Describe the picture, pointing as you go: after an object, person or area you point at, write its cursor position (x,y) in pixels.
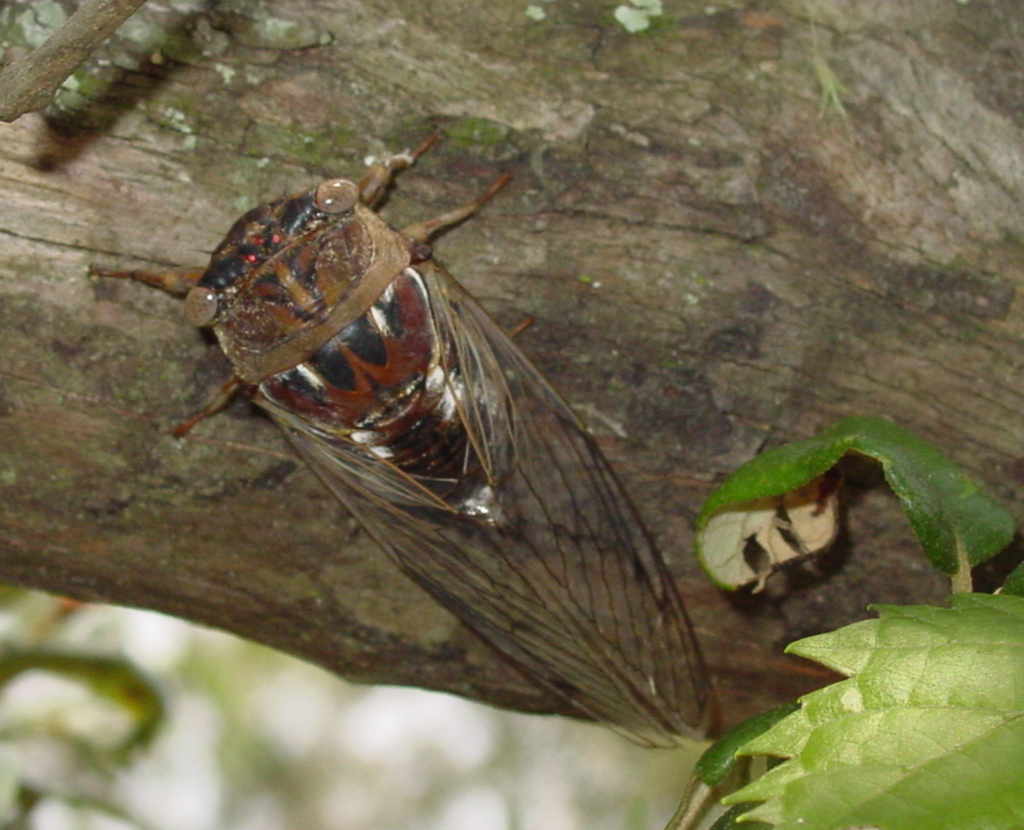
This picture shows a insect (532,453) on the tree bark (475,181) and we see leaves (788,775).
